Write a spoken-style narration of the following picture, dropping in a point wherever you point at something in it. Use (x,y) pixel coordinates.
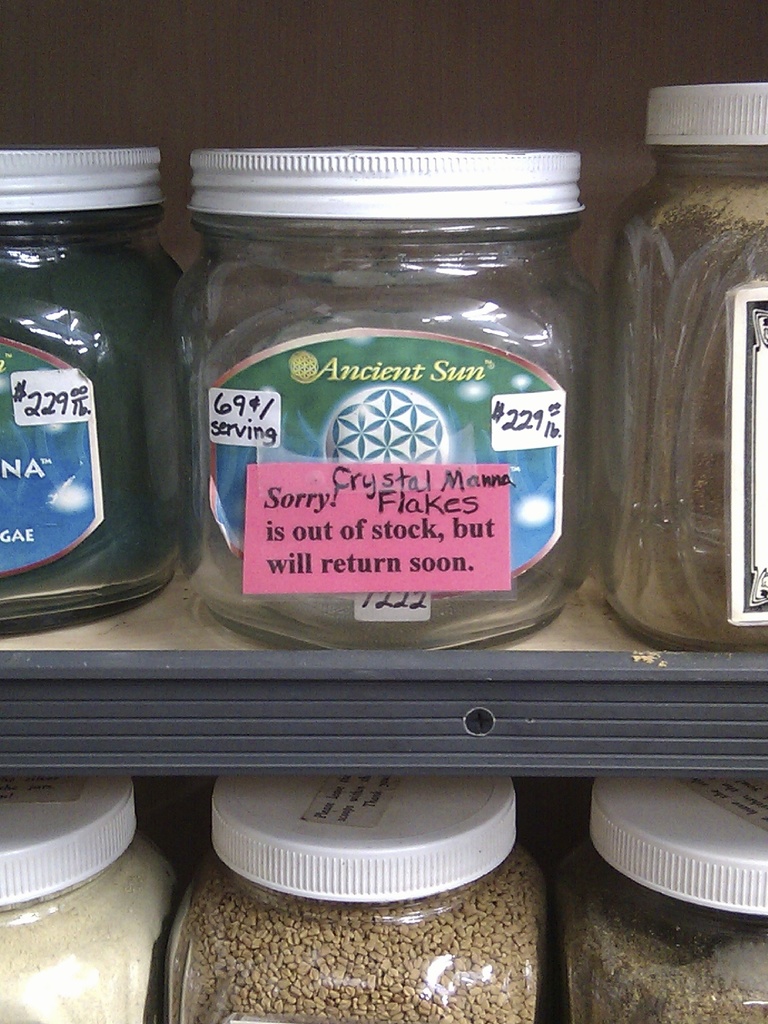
There are glass jars (418,982) which has something in it.
